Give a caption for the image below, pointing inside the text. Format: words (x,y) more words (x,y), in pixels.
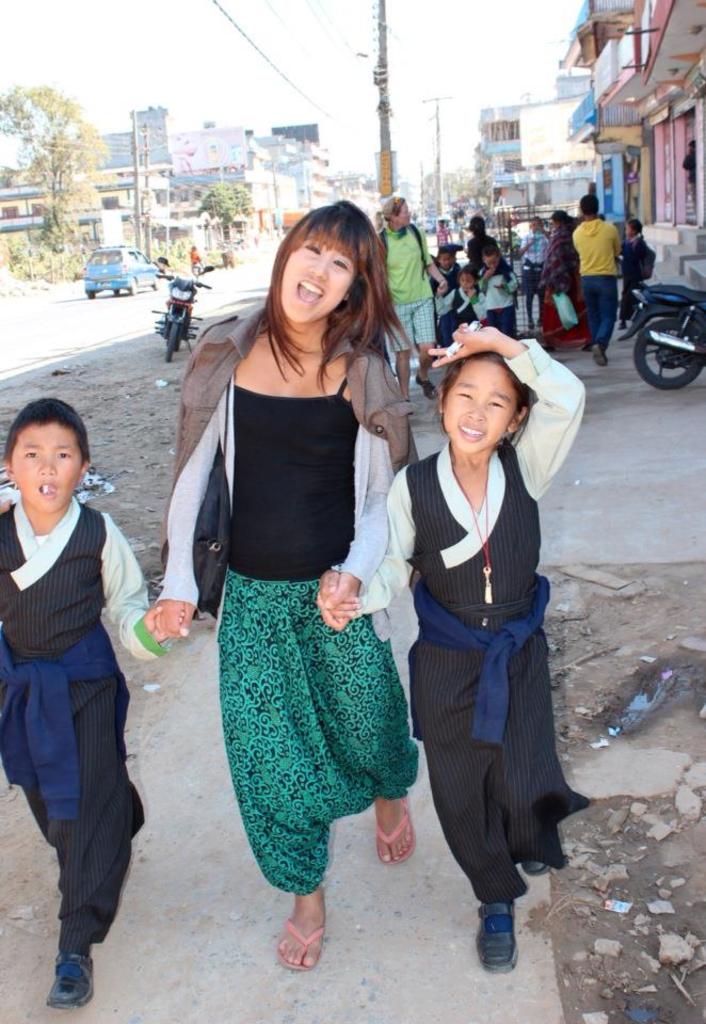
In this image I can see a person (260,609) holding hands (173,616) of two children (112,656). Also there are other people (469,253) and children (501,272), there are vehicles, trees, electric poles (386,109), cables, buildings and there is sky (127,70).
